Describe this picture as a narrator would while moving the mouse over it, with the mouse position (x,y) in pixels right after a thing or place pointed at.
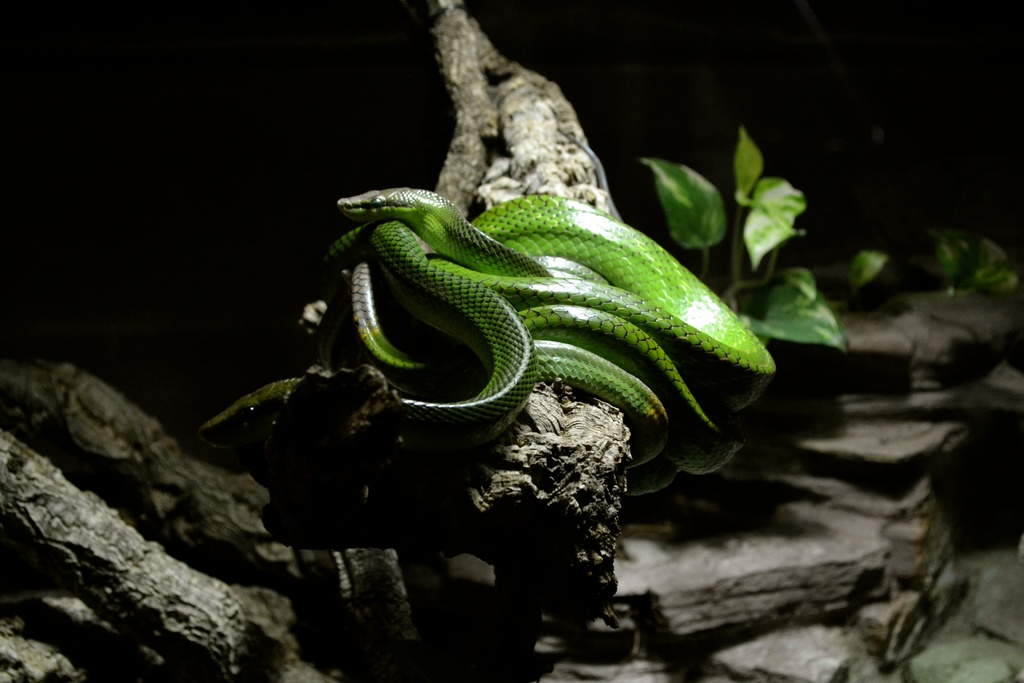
In this image we can see there is a green snake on the branch (524,178) of a tree (515,124) and on the right side (740,144) there is a plant (771,193).
